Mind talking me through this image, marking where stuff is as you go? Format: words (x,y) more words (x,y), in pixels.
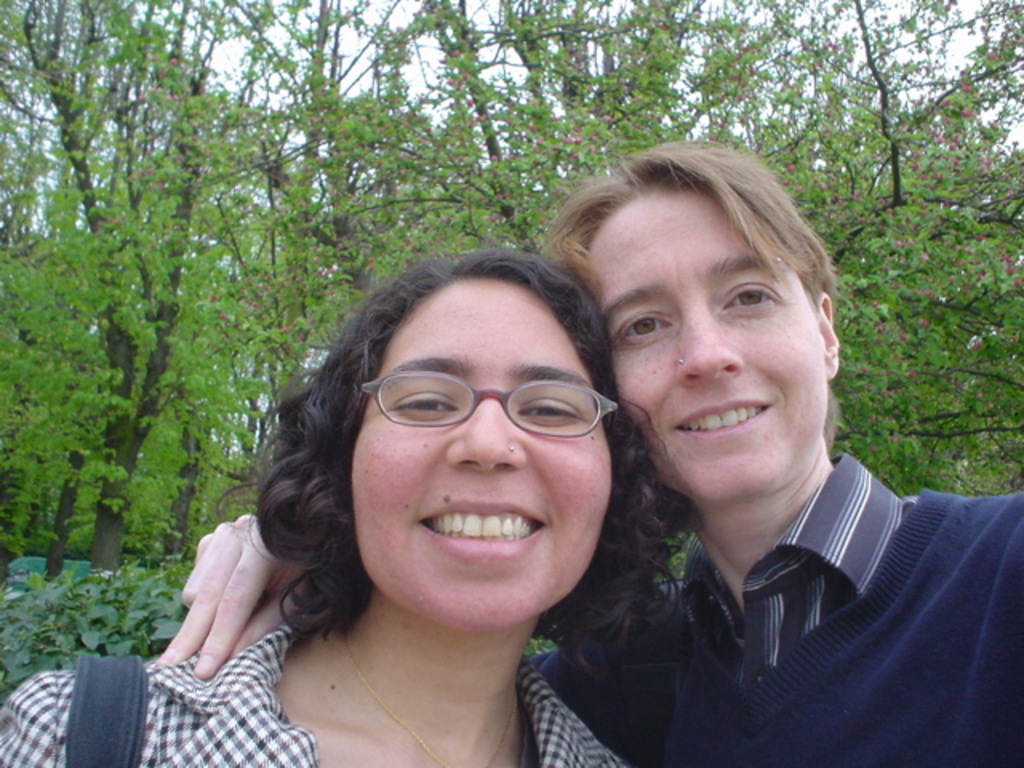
In the center of the image (467,298) there are two persons (563,764). In the background of the image (280,288) there are trees (144,461), plants (65,603).
